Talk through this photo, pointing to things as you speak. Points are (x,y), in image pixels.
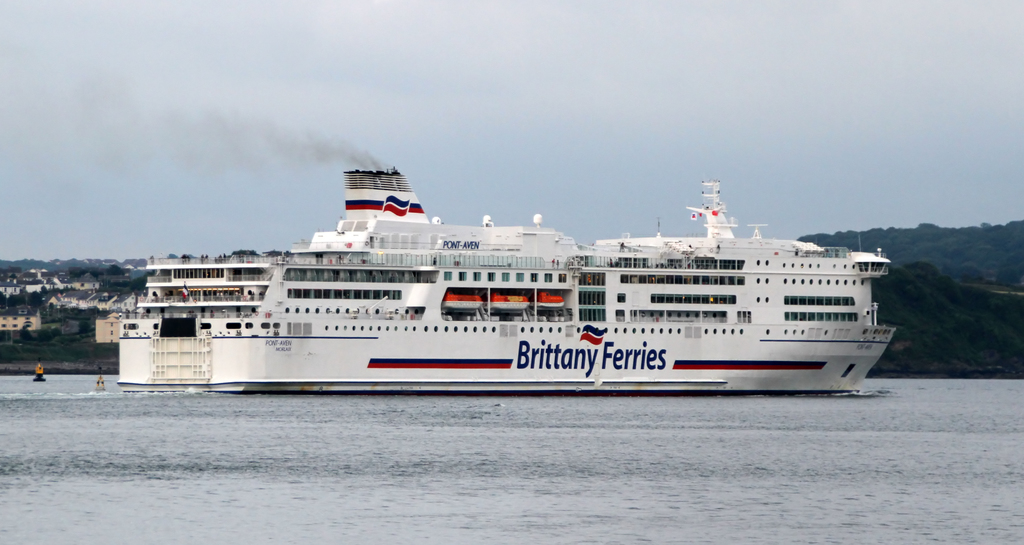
In this image there is water (413,440). There is a ship (497,392). There are boats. There are trees (901,290) and mountains (917,305). There are buildings (101,339). There is a sky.
